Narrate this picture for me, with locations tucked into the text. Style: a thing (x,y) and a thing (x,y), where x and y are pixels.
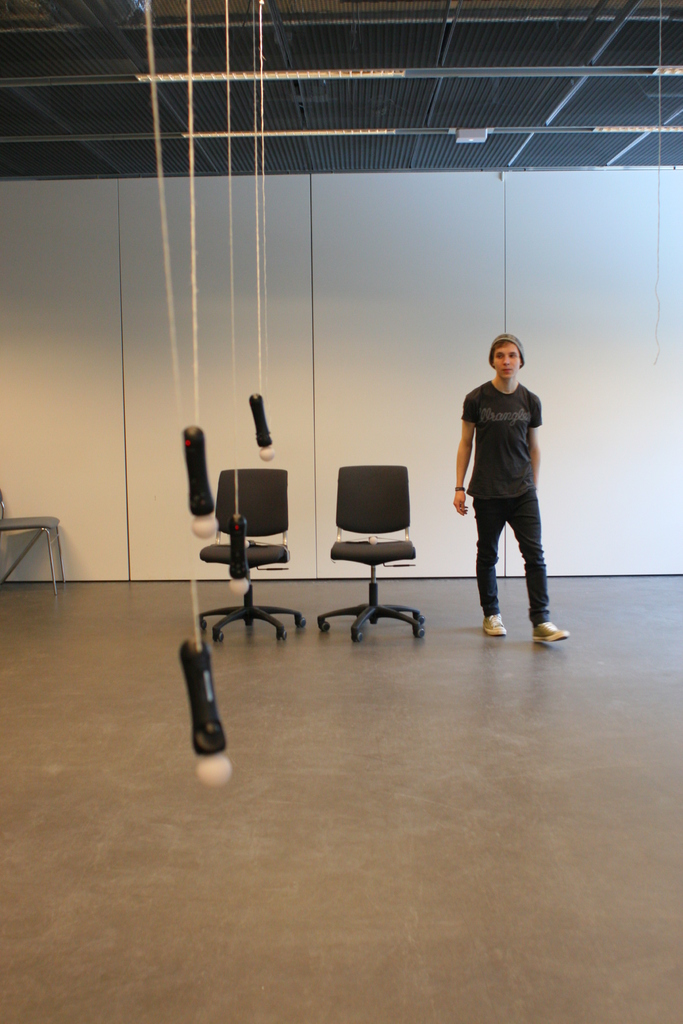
The person (507,456) wearing black dress (507,456) is standing and there are two black chairs (364,504) beside him and there are ropes (157,115) tied to an object (194,428) in front of him.
